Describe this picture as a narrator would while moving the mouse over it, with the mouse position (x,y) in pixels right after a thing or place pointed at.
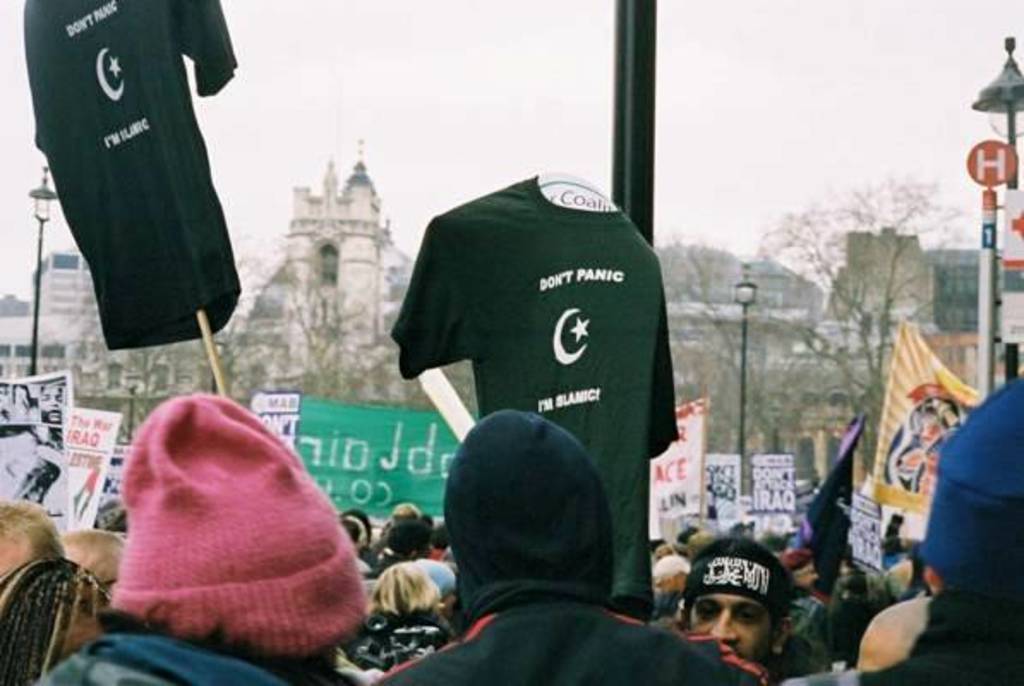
In this image I can see group of people (421,545) standing and I can also see few clothes (416,310) in multicolor. In the background (774,283) I can see few light poles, buildings (356,258) in white and cream color and the sky (504,93) is in white color.
